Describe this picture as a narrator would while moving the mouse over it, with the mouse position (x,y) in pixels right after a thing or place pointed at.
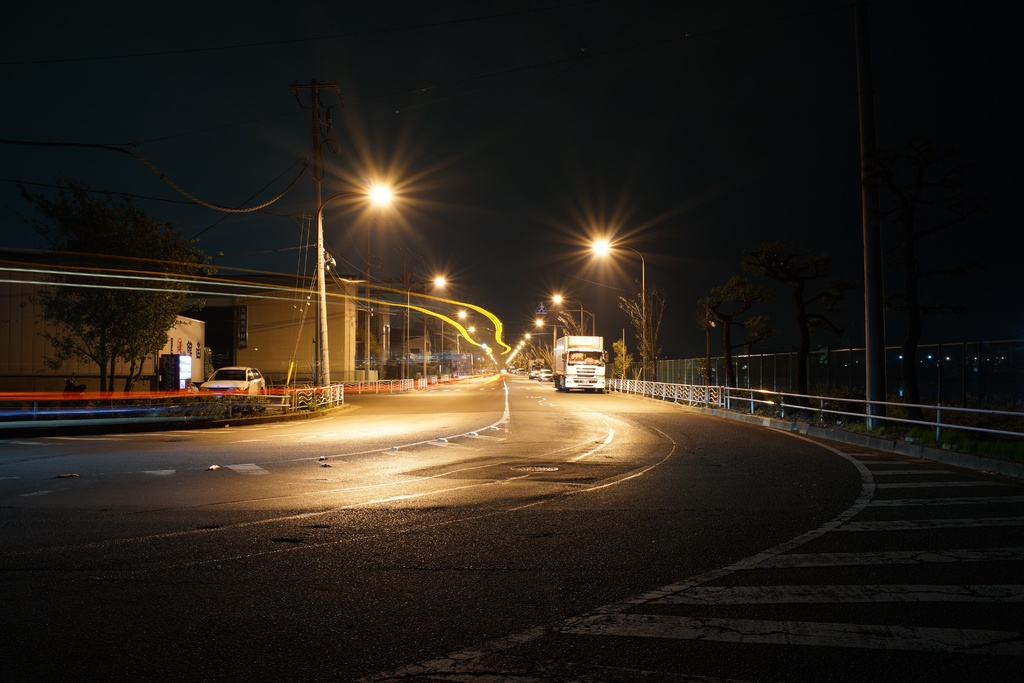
In this picture I can see there is a truck (555,373) at right side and there are few more cars (539,373) in the backdrop (527,368) and there is a car (244,374) parked at left (241,386) and there are few trees (157,305) and the sky (386,115) is dark.
